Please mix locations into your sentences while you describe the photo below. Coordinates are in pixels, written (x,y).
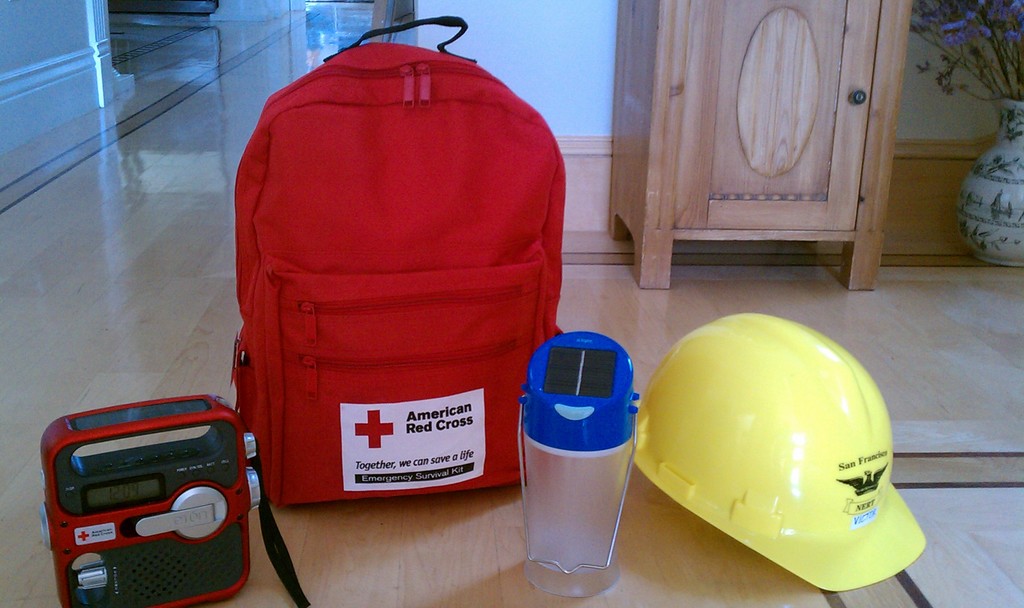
This picture is consists of a helmet (660,471) a red color bag (304,393) and a radio (204,460) with a bottle (541,356) which are placed on the floor (173,387), there is a flower pot (948,79) and a desk (693,23) at the right side of the image (833,217) and there is a door (378,17) at the center of the image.
